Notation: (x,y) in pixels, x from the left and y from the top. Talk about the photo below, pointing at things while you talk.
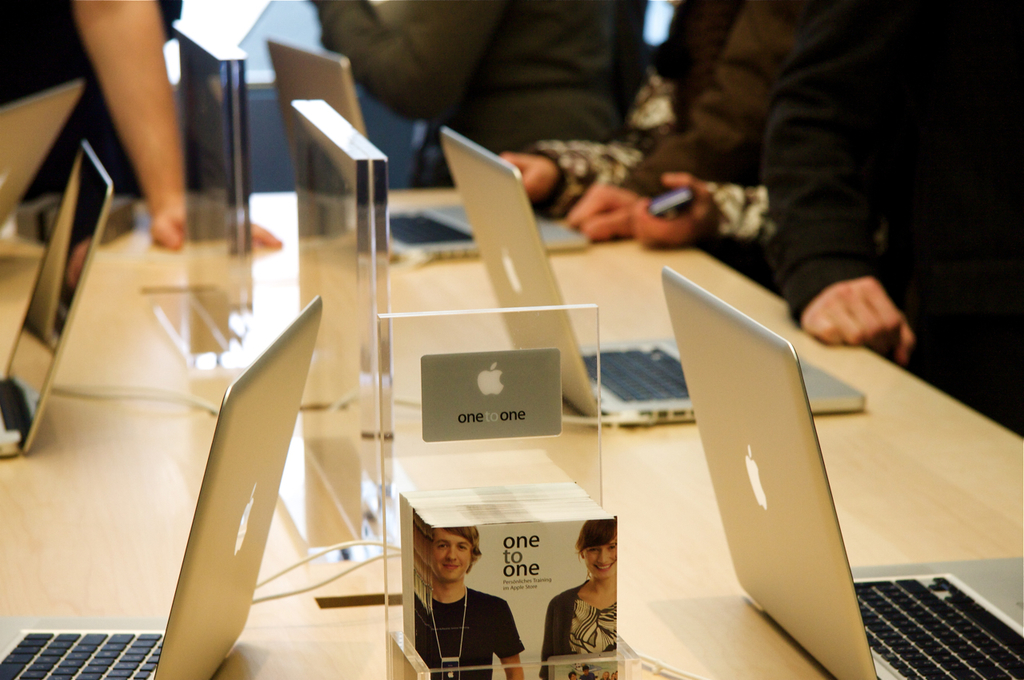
There are people (821,220) where the table (669,502) is present in front of them and mac books (836,574) are present on the table (261,655) and some brochures (483,604) also there.
